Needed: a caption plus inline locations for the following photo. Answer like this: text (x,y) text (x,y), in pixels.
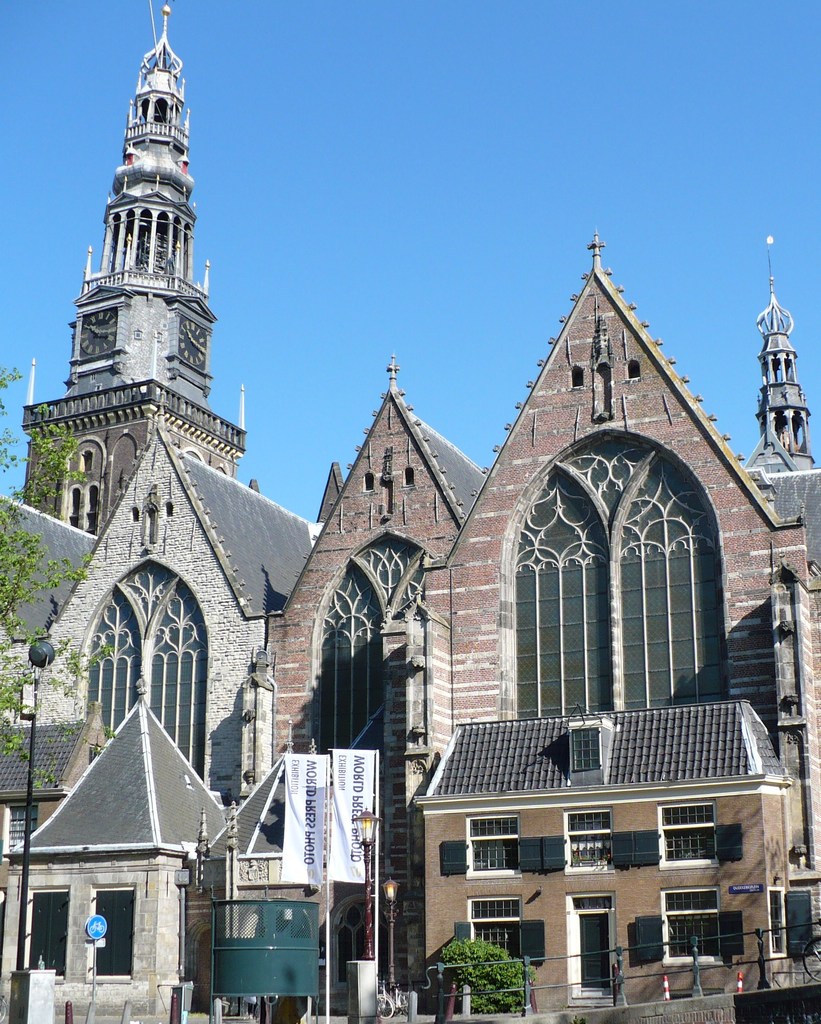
In this image in the center (369,548) there are some buildings (480,820), poles (30,742) and at the bottom (491,986) there is a fence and plants (481,989). On the left side (43,439) there is one tree (11,551) and on the top of the image (242,182) there is sky (443,191).
